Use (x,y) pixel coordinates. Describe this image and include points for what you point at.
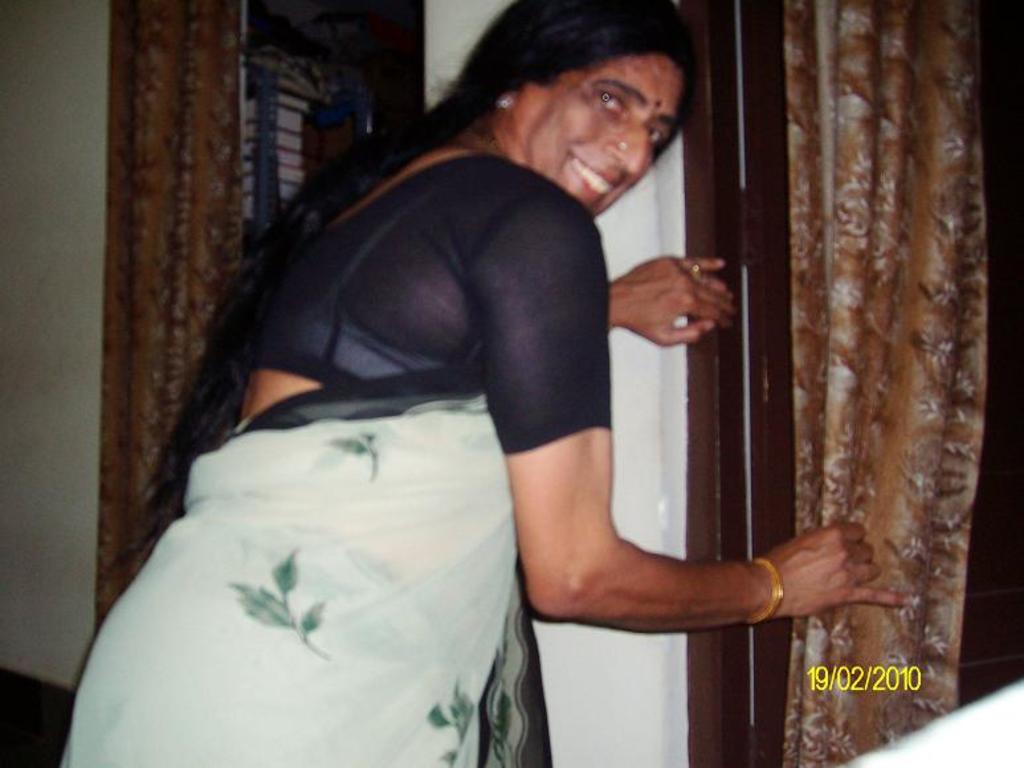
Here we can see a woman (549,610) is standing. In the background (656,757) we can see wall (85,124), curtains (928,535), door (1008,515) and other objects (350,134). On the right side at the bottom corner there is a date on the image.
